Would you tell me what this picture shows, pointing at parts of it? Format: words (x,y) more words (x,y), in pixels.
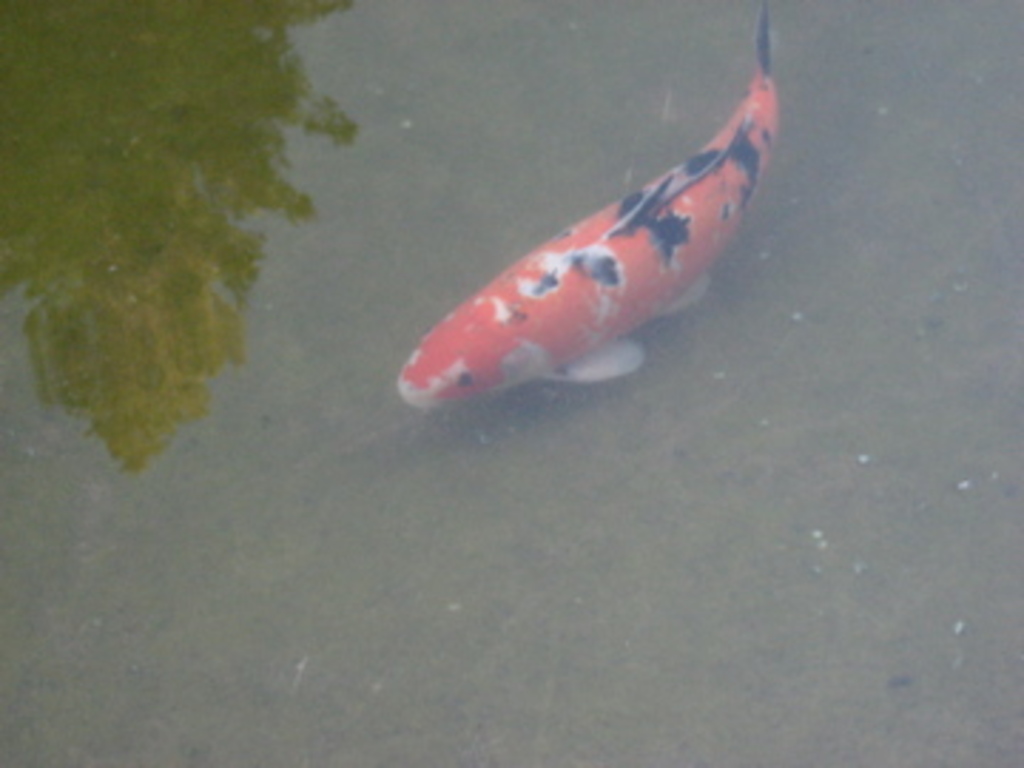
In the image we can see a fish (467,319), orange, white and black in color. The fish (527,320) is in the water (377,325), this is a water (387,75), and in the water (176,211) we can see a reflection (195,206) of a tree (162,207).
